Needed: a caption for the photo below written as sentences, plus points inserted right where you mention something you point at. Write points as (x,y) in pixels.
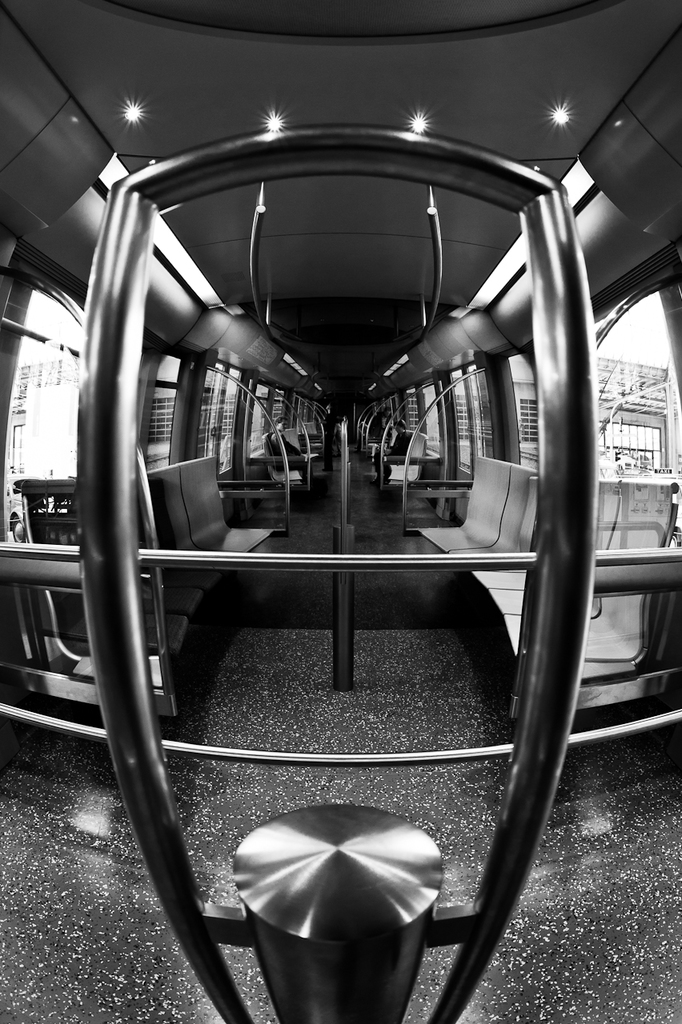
This is a picture of the inside of the vehicle (416,674), in this picture on the right side (623,607) and left side (210,576) there are some seats (243,549) and in the center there is some object (134,674). At the top (573,185) there are some lights (582,187), and in the background (631,394) there are some buildings (37,397).
